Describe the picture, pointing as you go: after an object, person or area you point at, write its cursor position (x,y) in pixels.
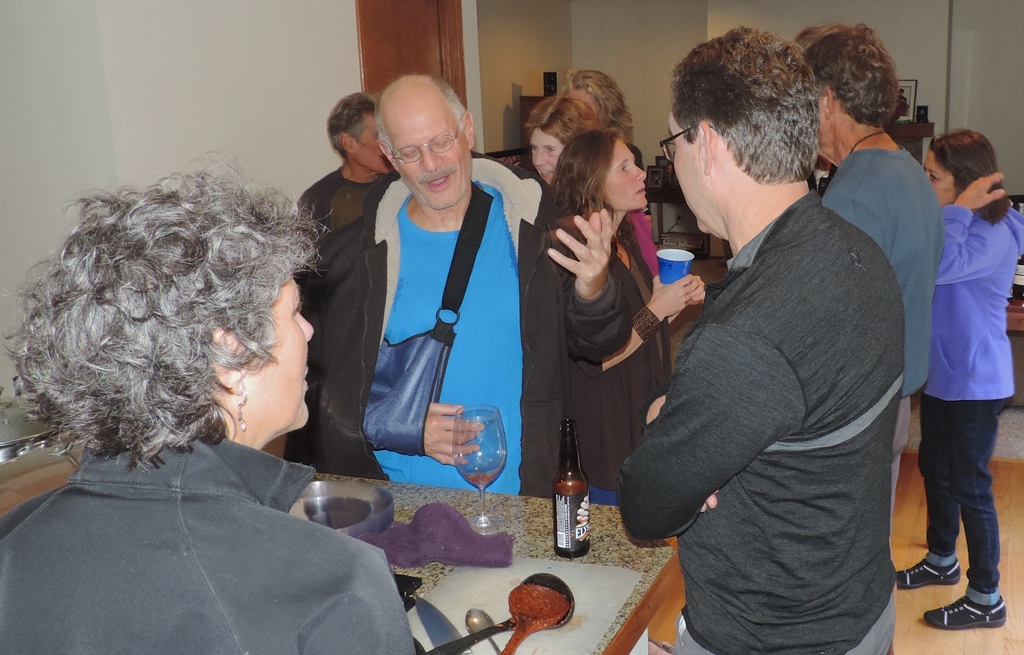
In this picture we can see a group of men (829,548) and women (654,296) discussing something. In front (615,566) there is a table (603,526) on which spoons (523,629), glass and a beer bottle (554,514) is placed. In front of the image we can see a old woman (164,534) wearing black jacket (275,526) listening to them. In the background (1017,33) you can see white color wall (476,48) and a wooden door (407,31).
